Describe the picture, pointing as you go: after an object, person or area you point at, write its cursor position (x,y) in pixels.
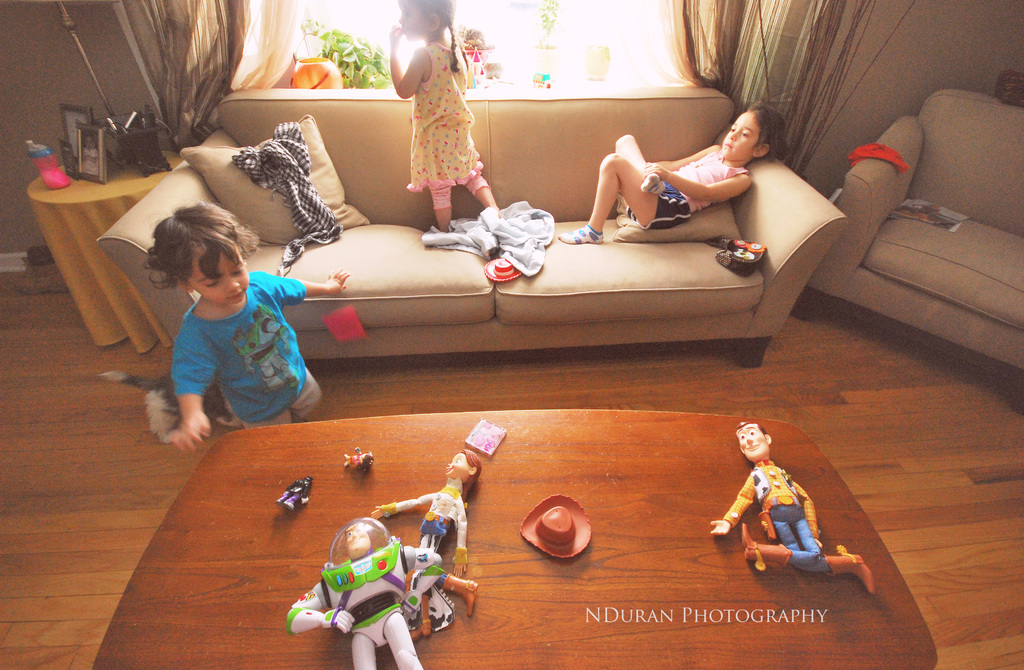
In the picture we can find a table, on the table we can see a dolls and toys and one child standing near it, child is wearing a blue T-shirt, in the background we can find a sofa (652,120) on the sofa (416,339) we can find clothes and two children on it. The sofa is near to the window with curtains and table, on the table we can find photo frames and bottle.
